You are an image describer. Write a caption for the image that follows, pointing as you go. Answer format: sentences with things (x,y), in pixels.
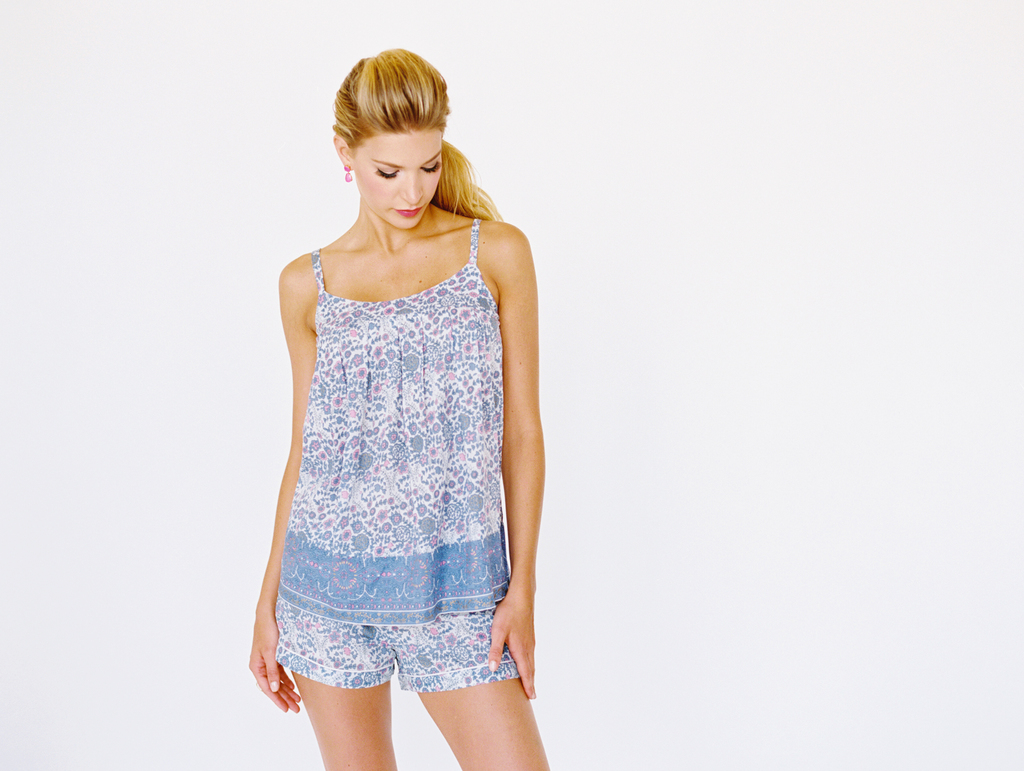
In this picture there is a woman (433,445) who is wearing floral top (430,463) and shorts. She is standing near to the wall (575,518).
